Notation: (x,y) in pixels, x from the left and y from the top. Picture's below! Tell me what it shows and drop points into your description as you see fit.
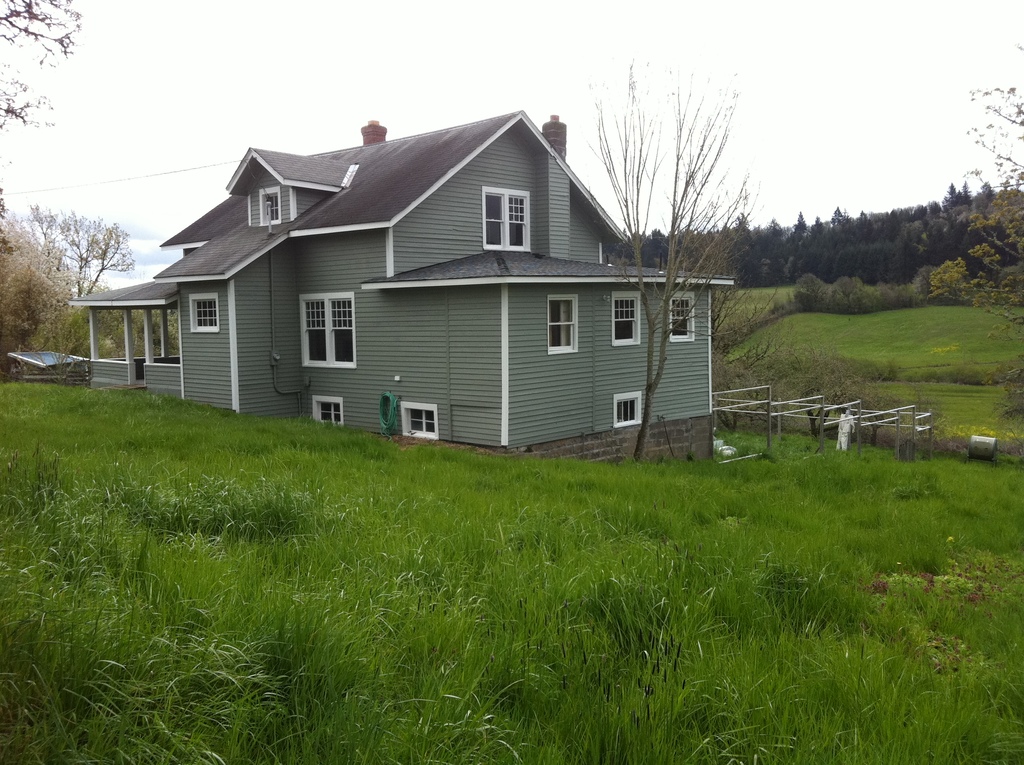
In the foreground of this image (501,344), there is a house (409,307) and there is a grass (545,643) around the house (436,345). On left (30,302), there are trees (36,296) and on right (876,280), there are trees (935,282) and grass (930,311). on top (273,84) there is the sky (368,48).
